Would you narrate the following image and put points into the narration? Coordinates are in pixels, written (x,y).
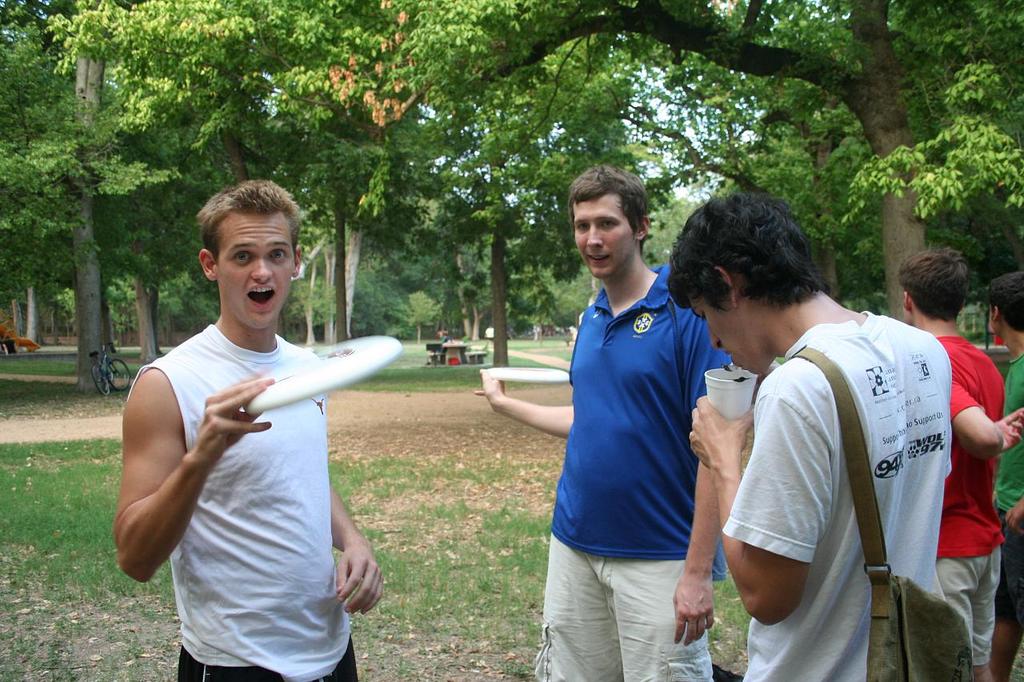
I think this picture is taken in a park (418,370). Towards the left (285,478), there is a man (170,537) wearing white top (276,451) and holding a disk (376,356). Towards the right (689,393), there are two men (720,443). One man (662,543) is wearing blue t shirt (603,407) and cream shorts (627,563). Beside him, there is another man (855,563) carrying a bag (873,513) and holding a glass (739,409). Towards the right corner (965,377), there are people (1019,368). In the background (446,110) there are trees (536,225), grass (54,409) and plants (409,327).
